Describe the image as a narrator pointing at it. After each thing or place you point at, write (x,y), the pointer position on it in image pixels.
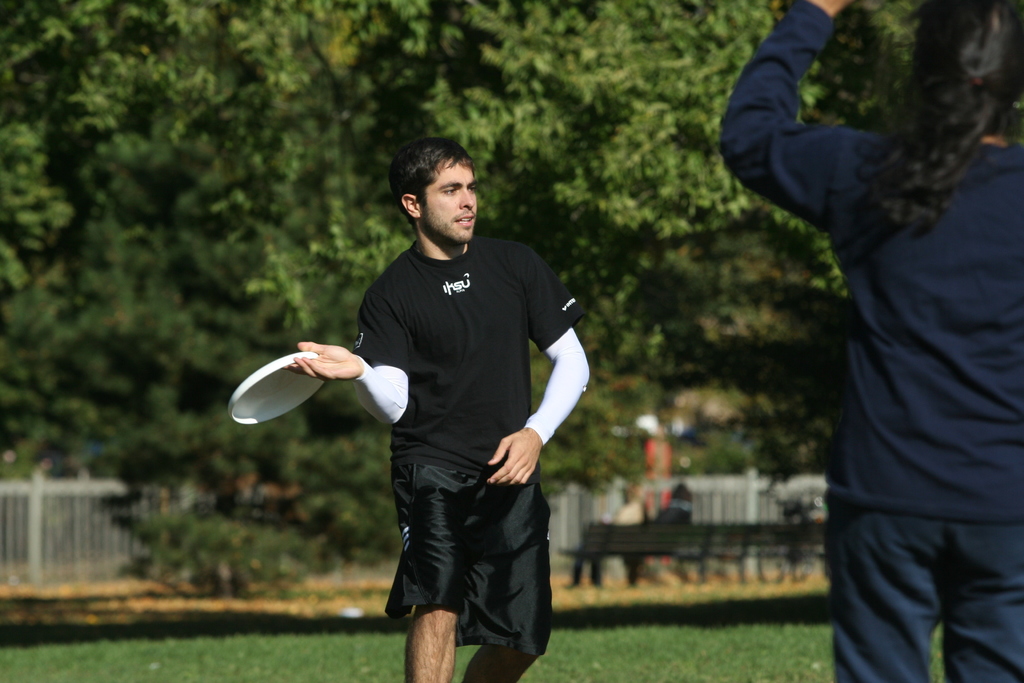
This image consists of a man (479,433) playing with a disc (262,384). He is wearing a black T-shirt (396,312). On the right (924,242), there is a woman (959,334) standing. In the background (309,287), there are many trees (10,162). At the bottom (722,672), there is green grass (696,675). And we can see the benches (686,540) and few people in the background (617,535). On the left (41,511), there is a fencing (81,526).
